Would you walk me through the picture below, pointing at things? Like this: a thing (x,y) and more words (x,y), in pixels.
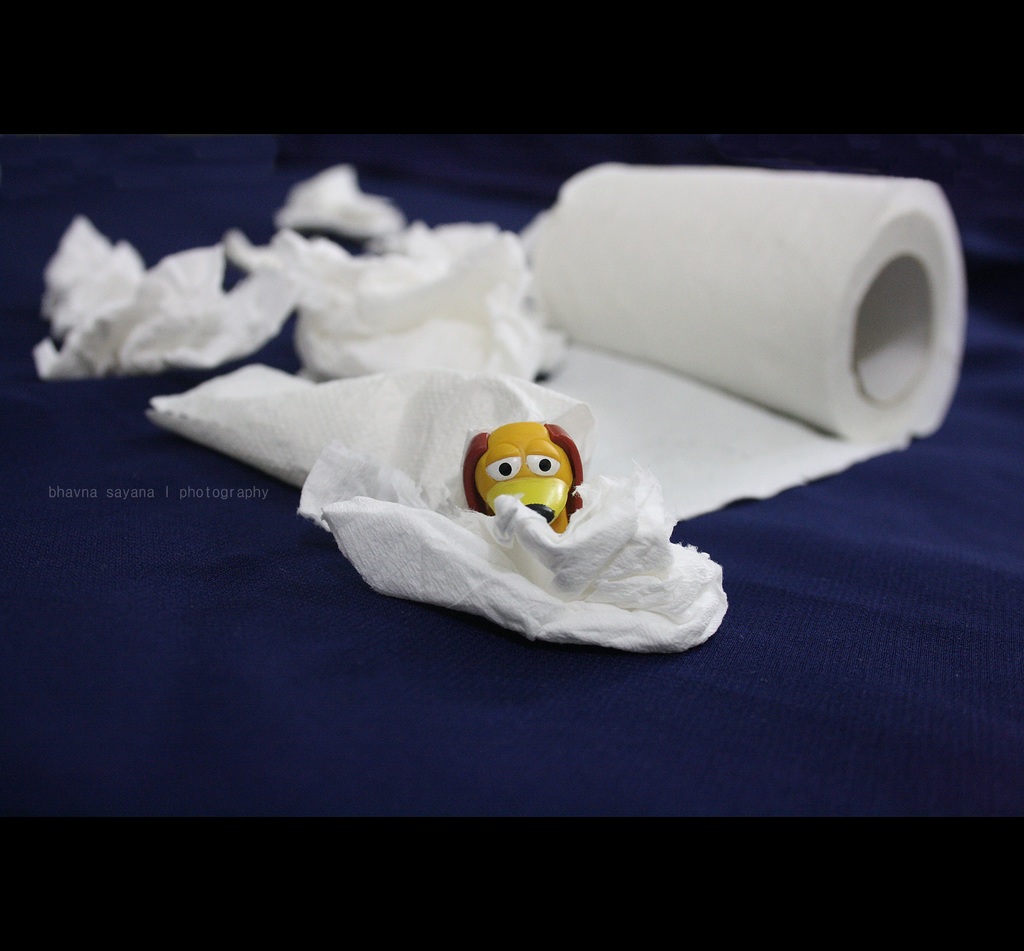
In this image I can see the blue colored surface (740,727) and on it I can see a tissue roll (812,419) which is white in color. On the tissue paper (610,521) I can see a toy (562,476) which is yellow, brown, black and white in color which is in the shape of a animal.
